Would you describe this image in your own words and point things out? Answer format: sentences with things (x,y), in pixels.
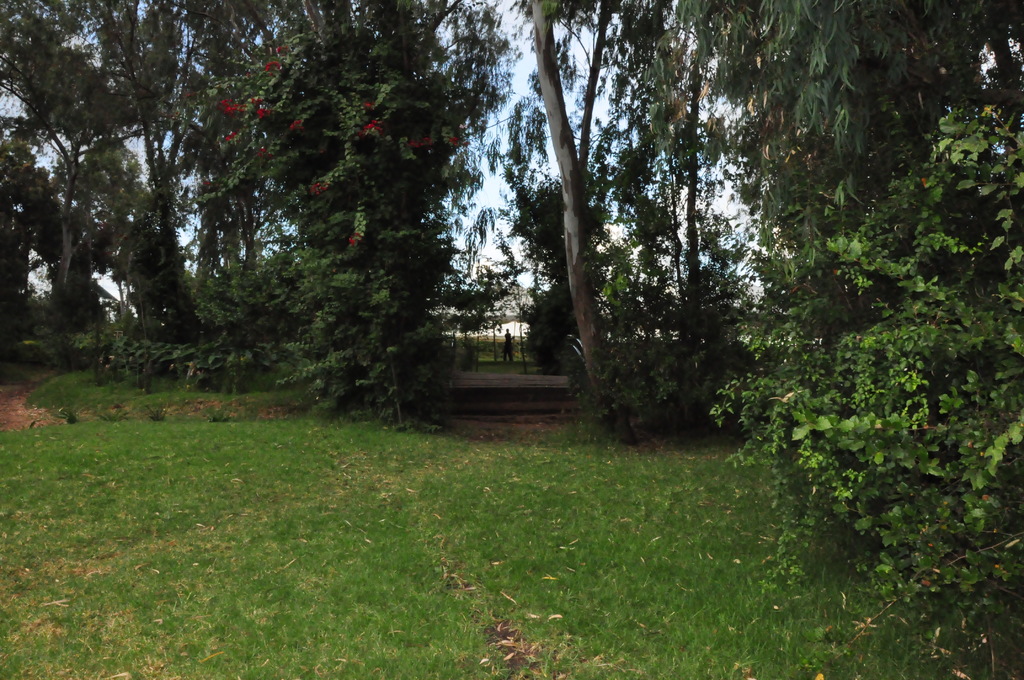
In this image we can see grassy land (479,536), plants (826,448) and trees (220,328). Behind the trees (518,164), we can see the sky (572,106). There is a person (509,348) in the middle of the image (506,345).
